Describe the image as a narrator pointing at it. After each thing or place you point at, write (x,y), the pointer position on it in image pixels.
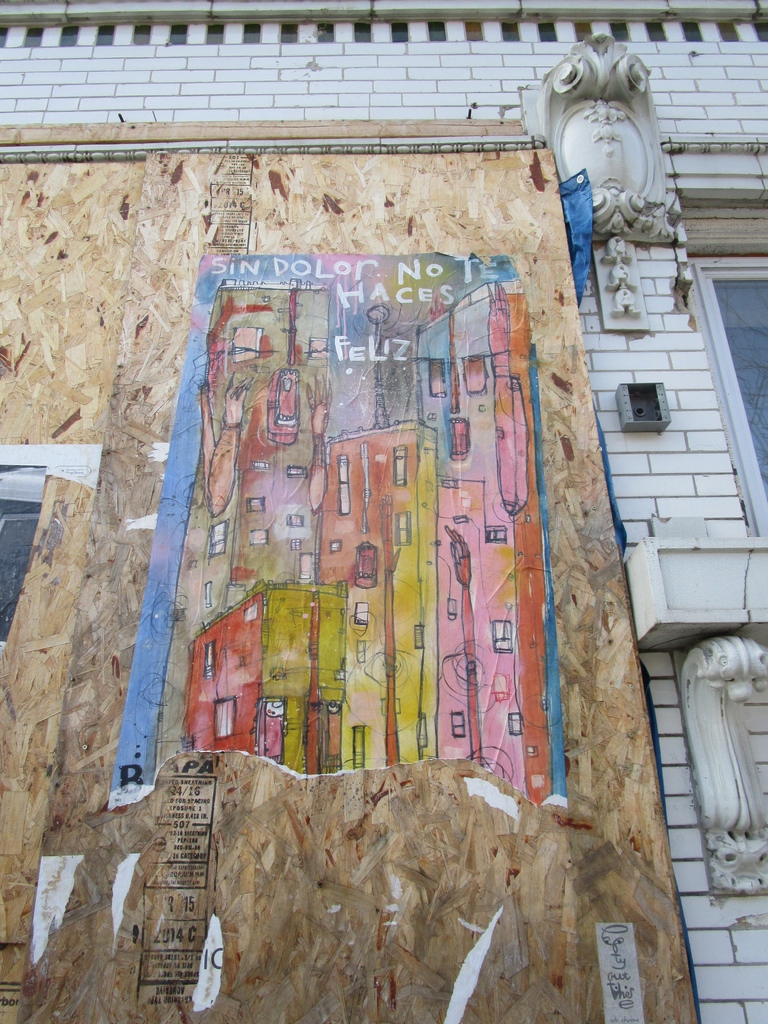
This image consists of a building (300,62) on which there is a poster (308,501) pasted. The building (738,74) is in white color.
